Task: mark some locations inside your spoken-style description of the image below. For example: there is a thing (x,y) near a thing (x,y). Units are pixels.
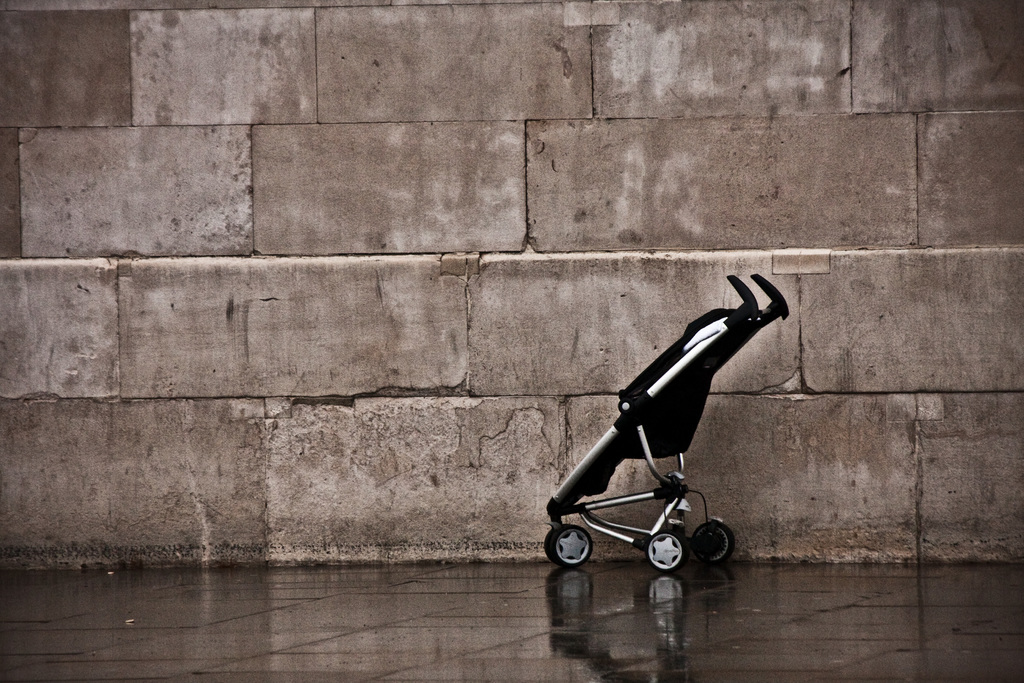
In this image there is a baby carriage (667,506) on a floor (861,614), in the background (136,455) there is a wall (984,490).
